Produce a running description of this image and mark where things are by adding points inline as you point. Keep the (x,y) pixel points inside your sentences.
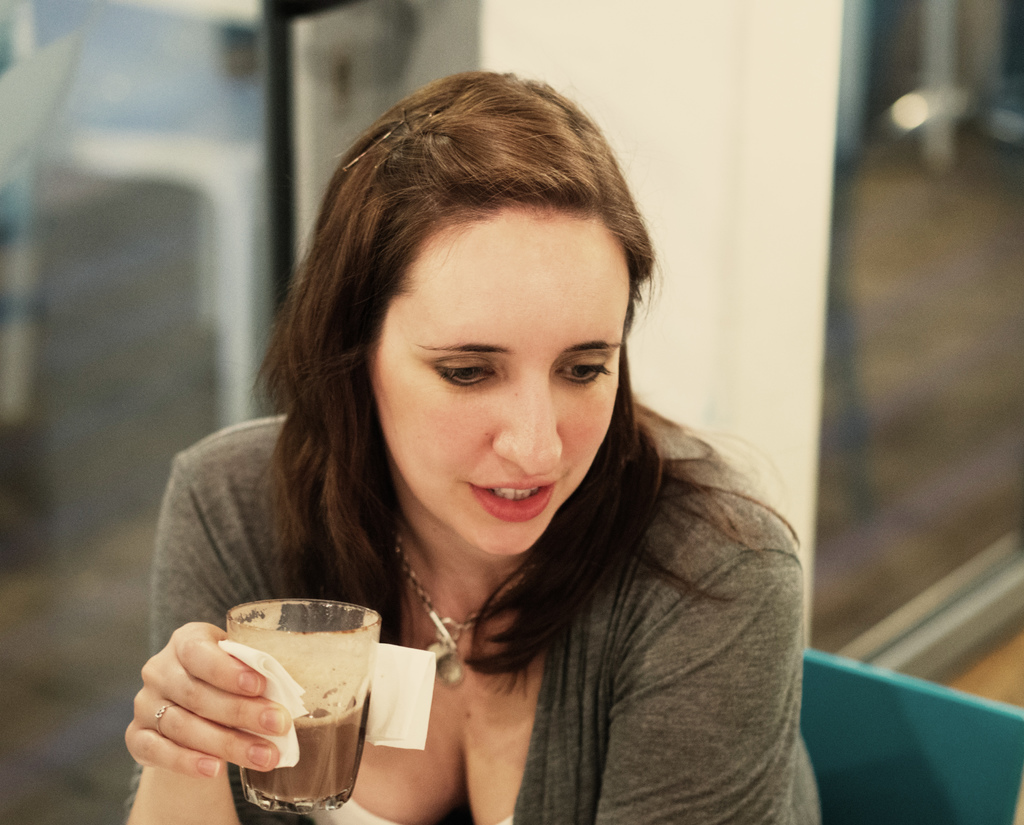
In this picture there is a woman (507,430) who is wearing locket (437,626), t-shirt (696,580) and holding a coffee glass (322,710). She is sitting on the chair (886,740). Behind I can see the glass partition (963,180) and the pillar (679,291).
